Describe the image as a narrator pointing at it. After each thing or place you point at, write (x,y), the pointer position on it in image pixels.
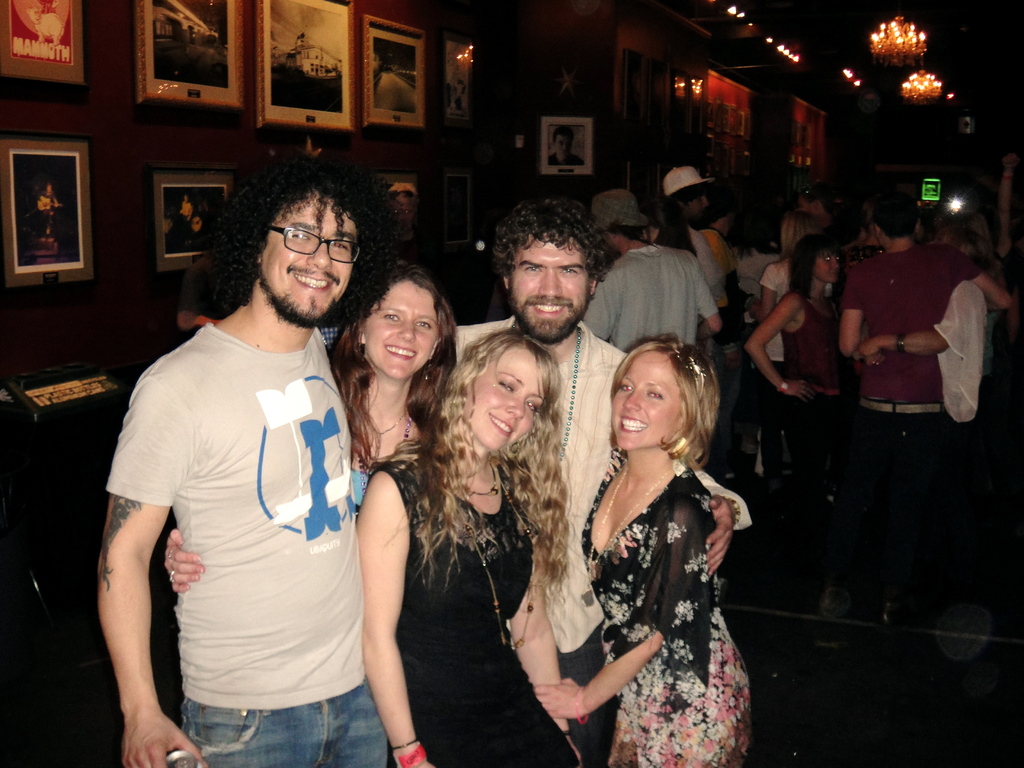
In this image I can see the group of people (556,380) standing and wearing the different color dresses (596,483). I can see few people (660,258) are wearing the caps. To the left (172,171) there are many frames (461,203) to the wall (446,133). I can also see the lights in the top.
